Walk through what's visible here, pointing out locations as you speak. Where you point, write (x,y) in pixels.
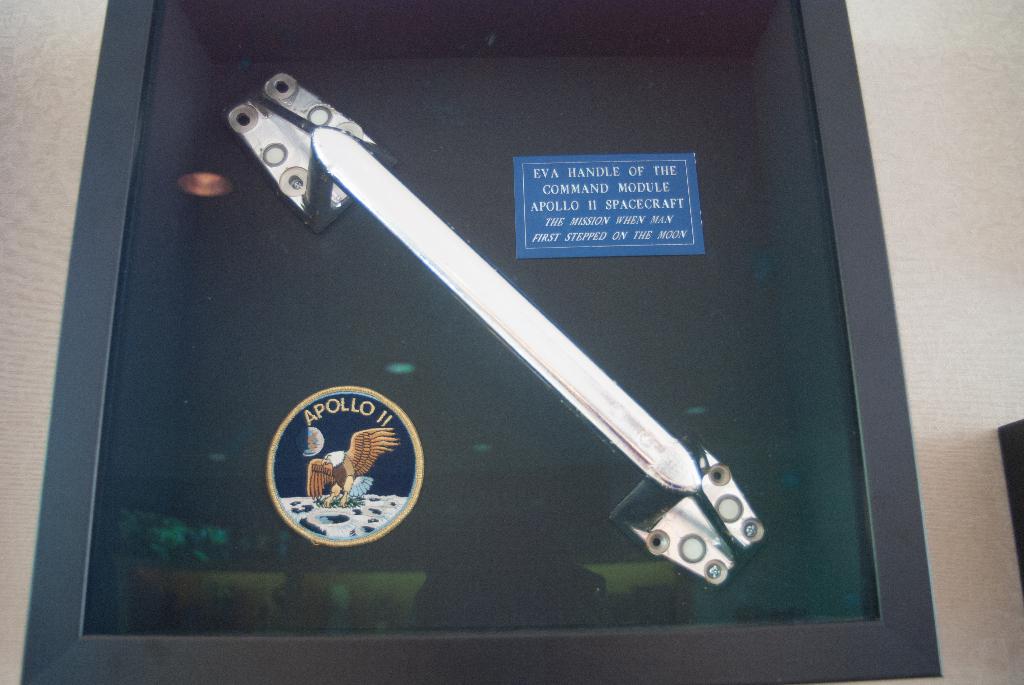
In this image we can see an object (300,153) in the black color box (724,324). And we can see the stickers (575,206). And we can see the wall (874,66) and the glass (794,299).
